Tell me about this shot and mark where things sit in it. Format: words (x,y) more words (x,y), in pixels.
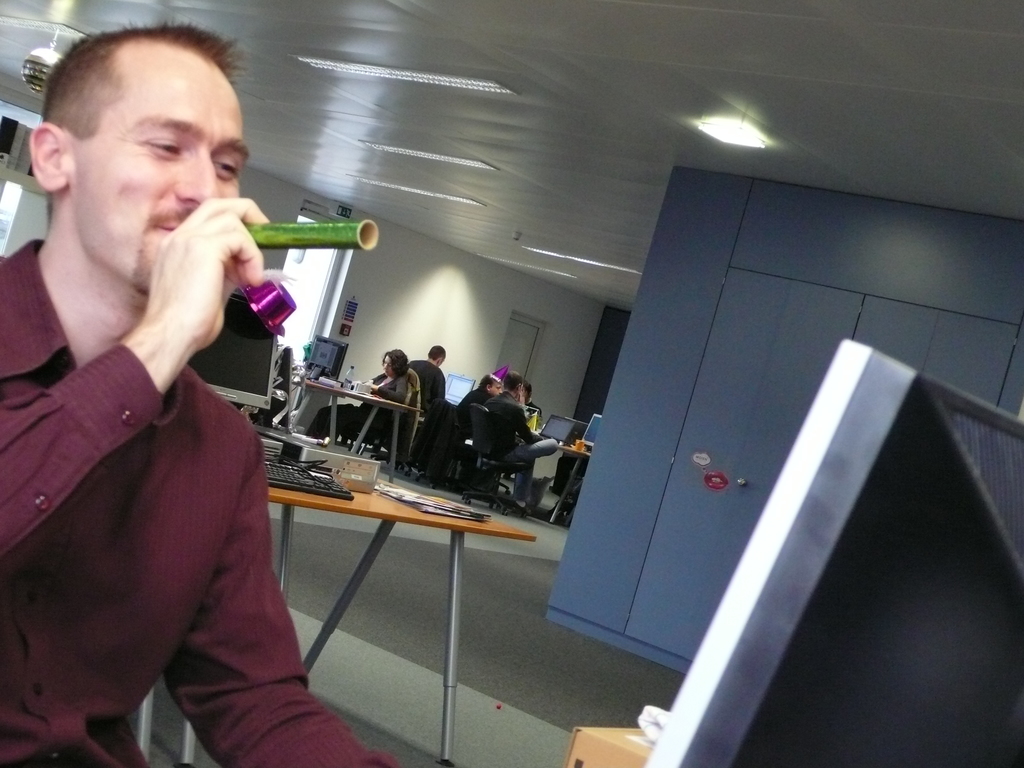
In this picture a guy (170,198) holding a green color straw (278,232) in his hand (232,282). In the background (544,422) we observe many people (381,381) sitting on the table (408,412) with monitors (250,358) on top of them.
